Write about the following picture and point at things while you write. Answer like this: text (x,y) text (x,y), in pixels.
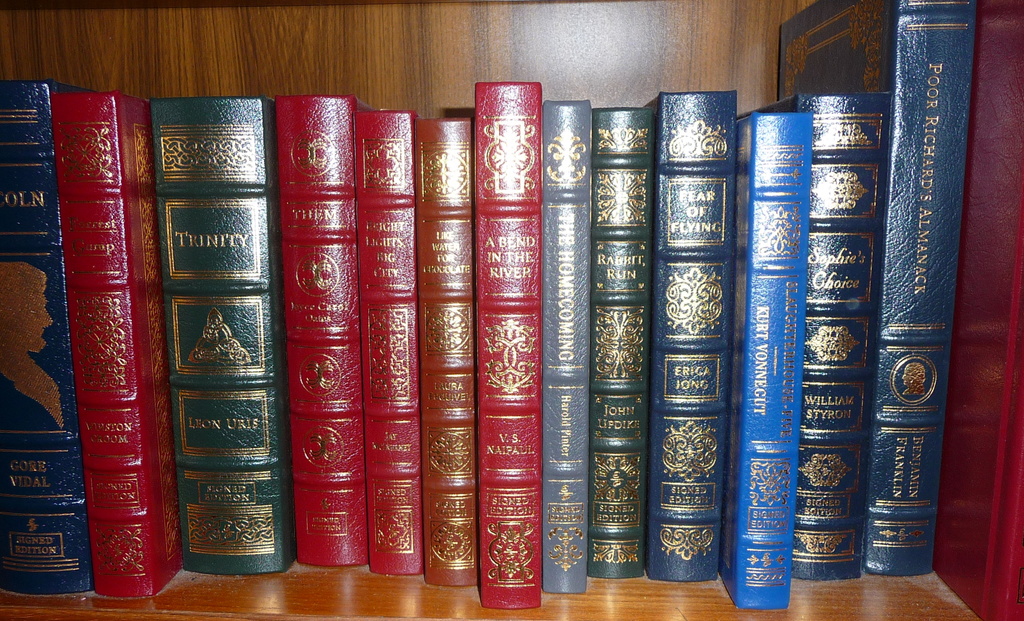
In the image we can see there are many books (494,296), kept on the shelf (683,590). The books (622,545) are in different colors.
